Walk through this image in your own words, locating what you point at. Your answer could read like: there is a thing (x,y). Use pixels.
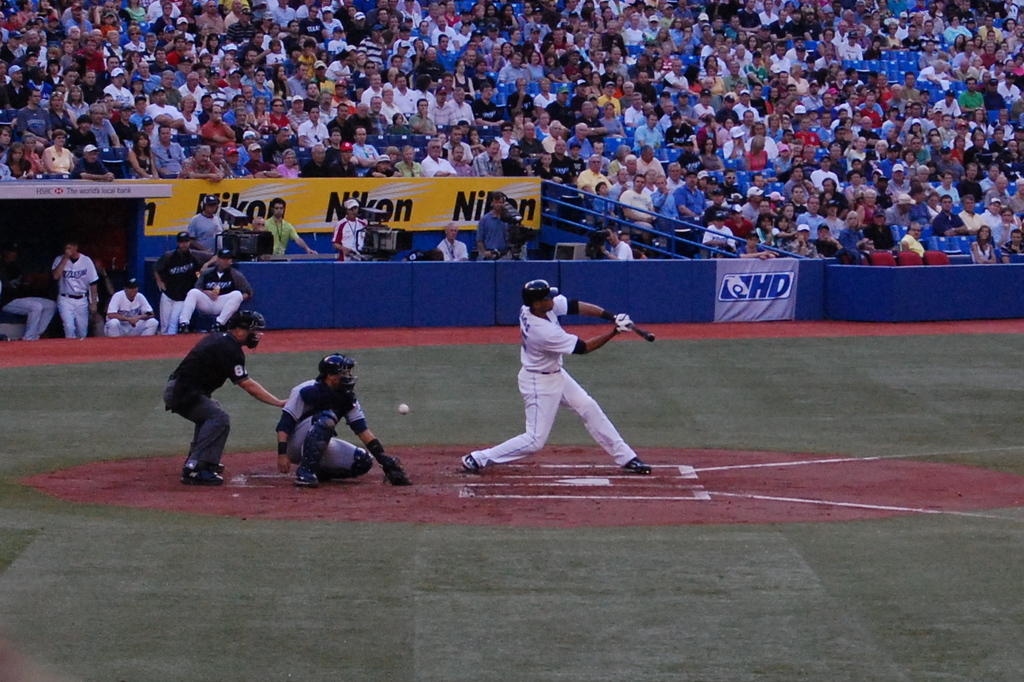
This picture describes about group of people (484,164), few are playing baseball game in the ground (638,486), in this we can see a man (580,413) is holding bat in his hand (615,329) behind to him we can find a ball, in the background (442,29) we can see few people (442,29) are seated on the chairs (817,160), and few are holding cameras (505,213), in front of them we can see few hoardings (439,197) and metal rods (565,221).
